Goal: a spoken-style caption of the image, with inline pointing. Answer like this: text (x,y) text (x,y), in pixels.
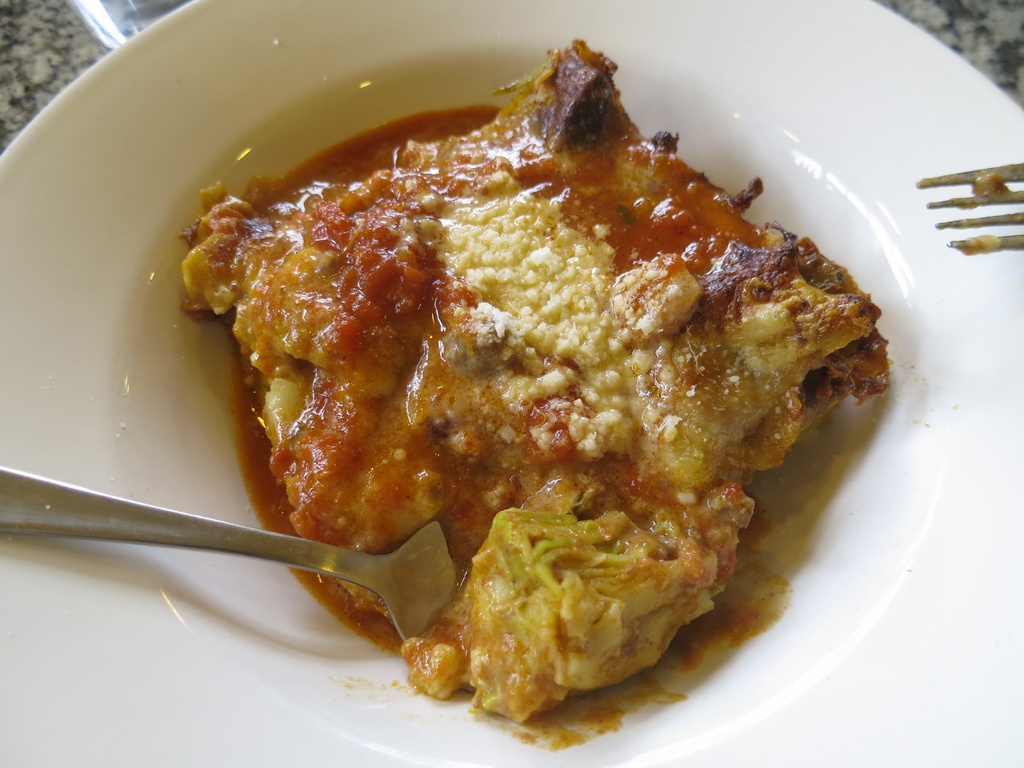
In this image, we can see some food item (383,477) and spoons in a plate (5,370) is placed on the granite surface (50,42).
